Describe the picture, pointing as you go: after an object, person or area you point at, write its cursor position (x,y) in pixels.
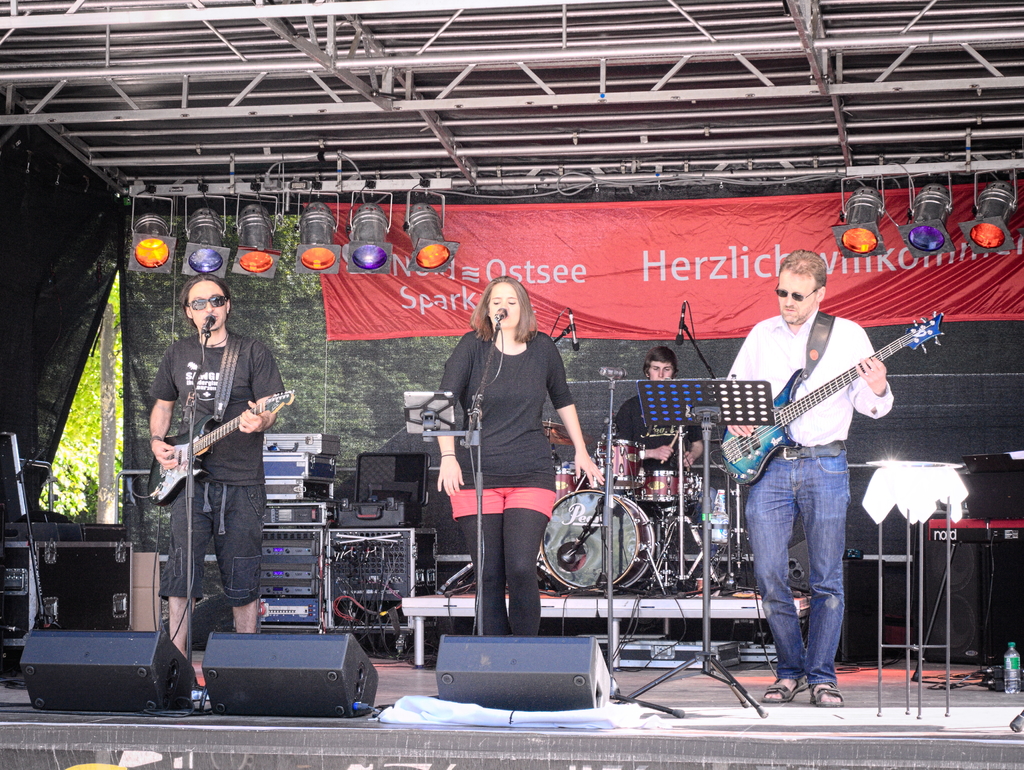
In this picture there are musician (822,372) and singers (485,419). The man (231,443) to the left corner (227,459) is playing guitar (199,462) and singing as well. The man (812,496) to the right corner (797,443) is playing guitar (766,443) and looking at a book holder (664,402). The woman (536,392) at the center (522,368) is singing. The man (644,442) behind them is playing drums (643,468). On the floor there are boxes (110,593), speakers (176,681), audio mixers (346,586), cables (372,612) and a bottle (1010,675). In the background (931,396) there is a black transparent cloth (963,401) and through it trees (90,398) can be seen. There are spot light (190,222) hanging to the ceiling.
